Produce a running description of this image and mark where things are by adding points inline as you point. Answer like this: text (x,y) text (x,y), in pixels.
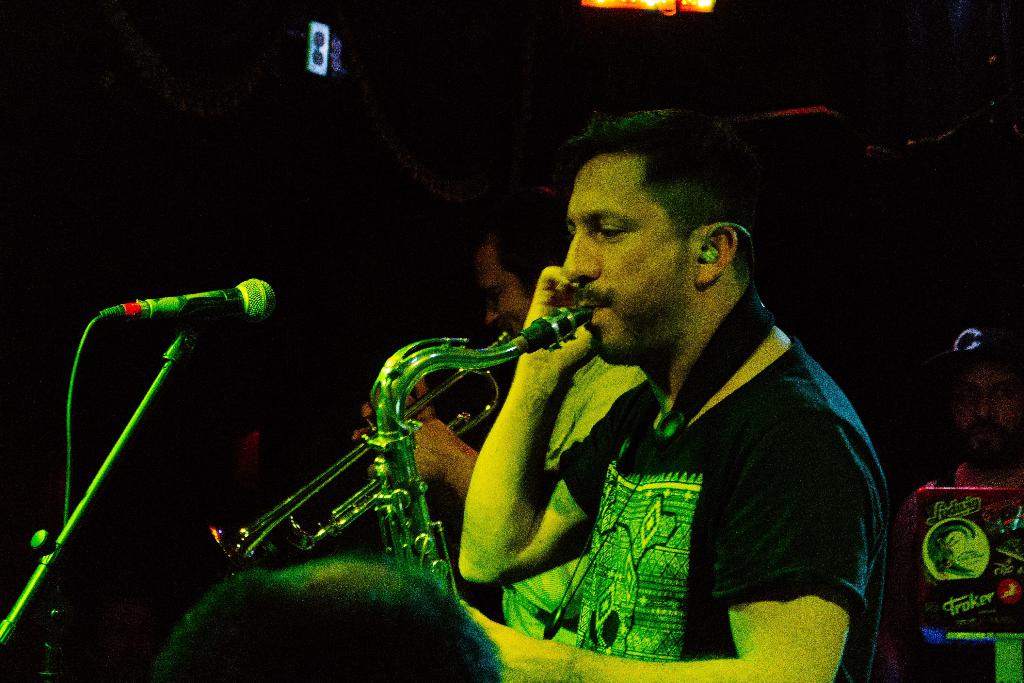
In this picture there is a man (617,183) in the center of the image (671,346), he is playing saxophone (427,533) and there is another men (477,250) behind him and there is a mic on the left side of the image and there are lights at the top side of the image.
